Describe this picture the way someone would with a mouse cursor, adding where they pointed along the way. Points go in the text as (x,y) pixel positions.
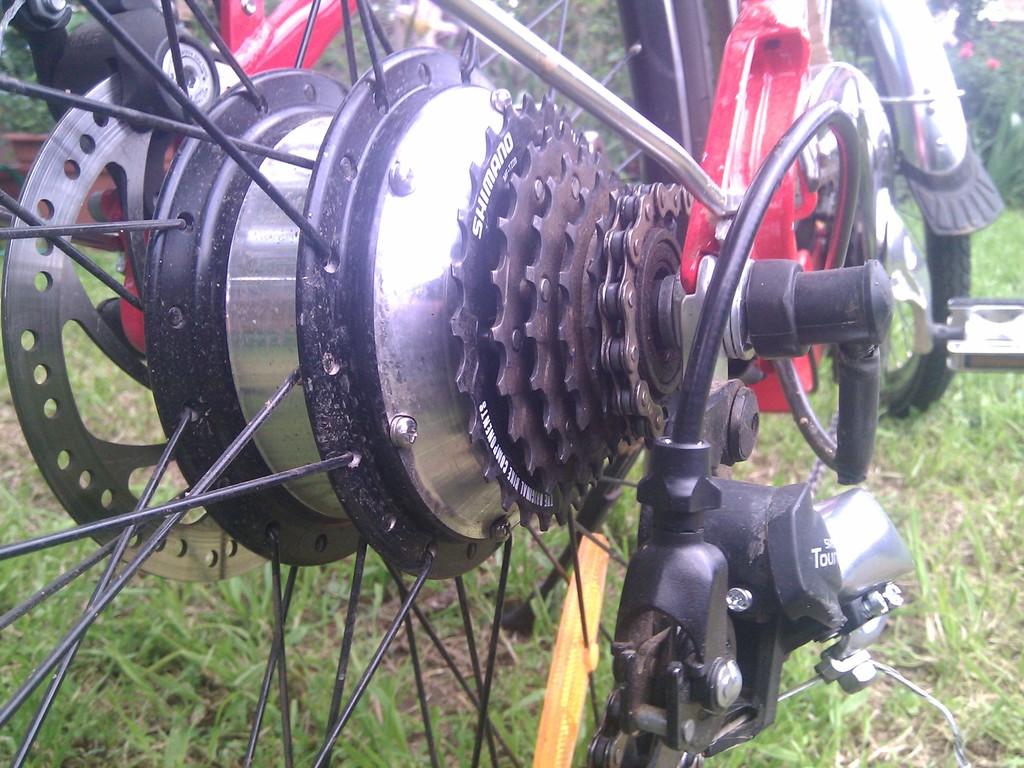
In this image there is a bicycle (428,362) with gears (514,318) on the grass surface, in front of the bicycle (123,126) there are flower pots (38,147) and trees (972,56).
